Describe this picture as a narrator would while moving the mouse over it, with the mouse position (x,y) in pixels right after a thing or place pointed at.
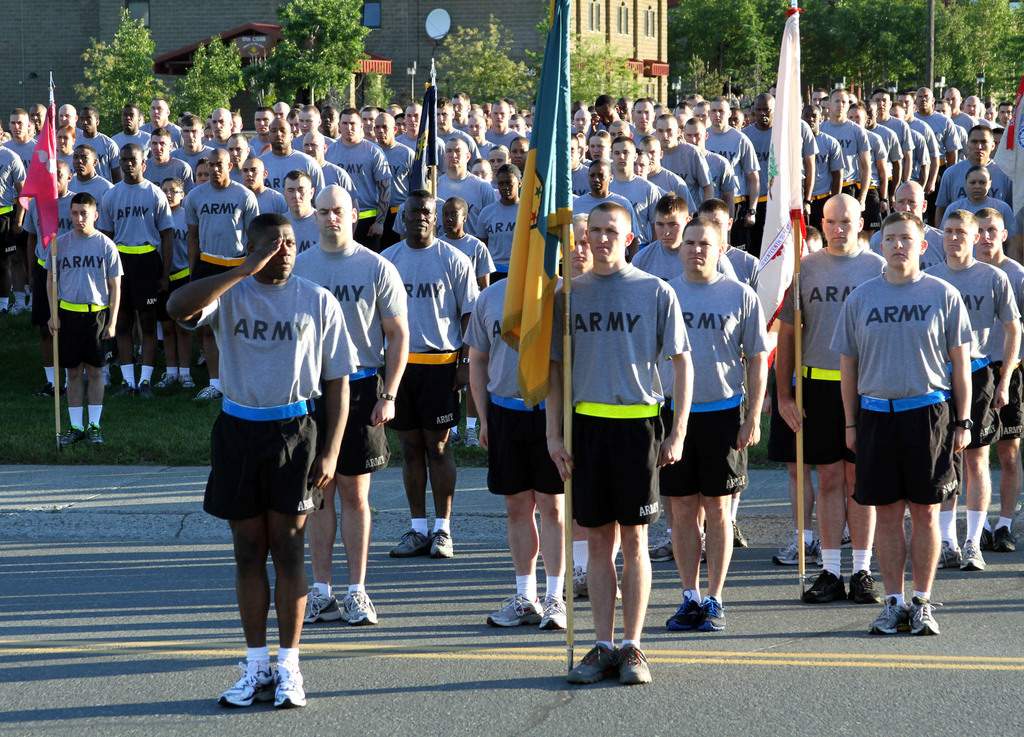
In this image in front (831,592) there are people (554,446) holding the flags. Behind them there are many other people (423,213) standing on the surface of the grass (191,412). In the background of the image (370,70) there are trees (719,48), buildings (589,36).
